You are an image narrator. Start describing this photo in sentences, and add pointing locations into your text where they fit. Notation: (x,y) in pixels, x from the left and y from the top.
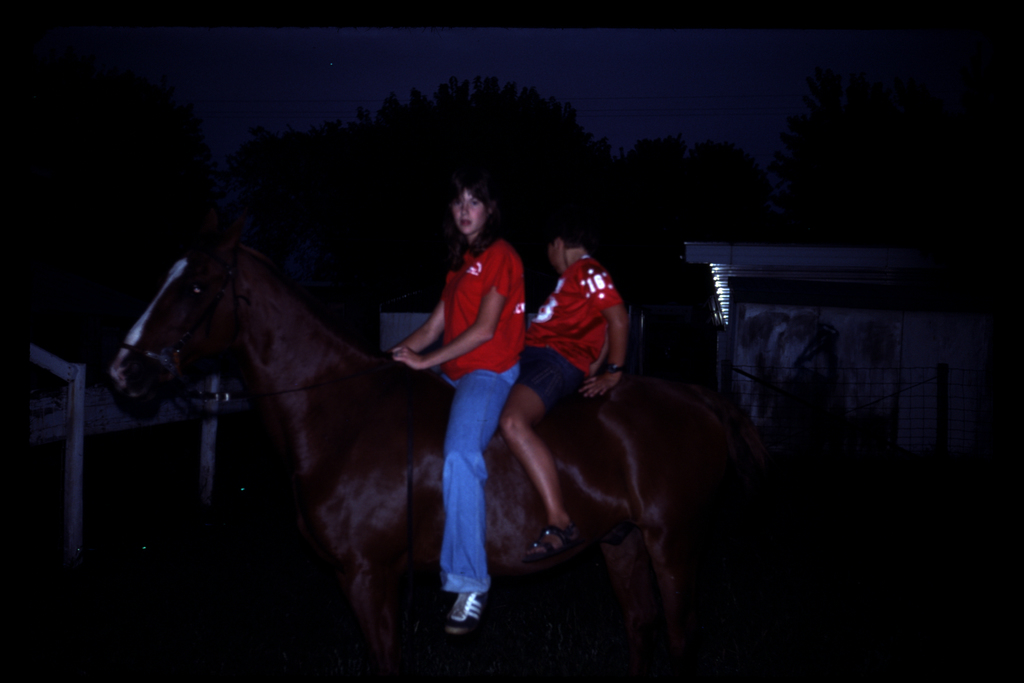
In this image we can see a girl (493,282) and boy (545,347) is sitting on the horse (365,446). Girl (484,305) is wearing red color top (467,327) with jeans (481,413) and boy (565,331) is wearing red color t-shirt (588,323) with shorts (566,363). Behind them, boundary wall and trees (905,182) are there.
